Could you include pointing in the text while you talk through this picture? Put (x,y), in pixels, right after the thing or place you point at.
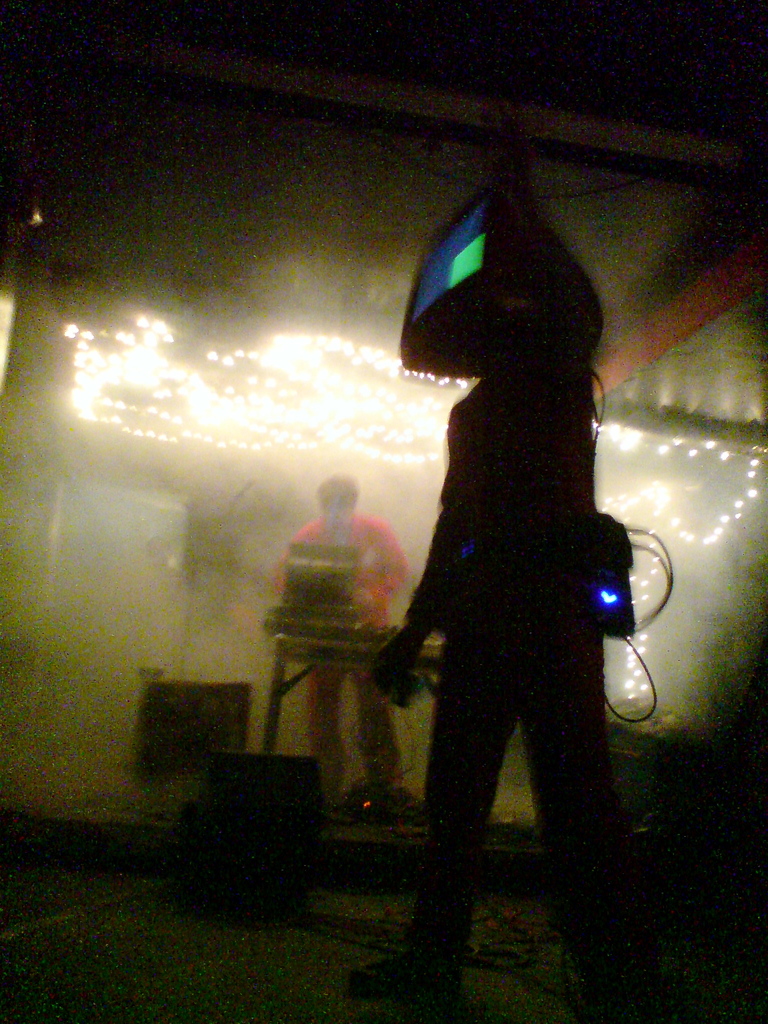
This picture is dark, there is a person (481,591) standing and we can see television (457,289). Background (377,535) there is a person (364,534) standing and we can see objects (338,573) on surface (313,650) and lights (299,434).
